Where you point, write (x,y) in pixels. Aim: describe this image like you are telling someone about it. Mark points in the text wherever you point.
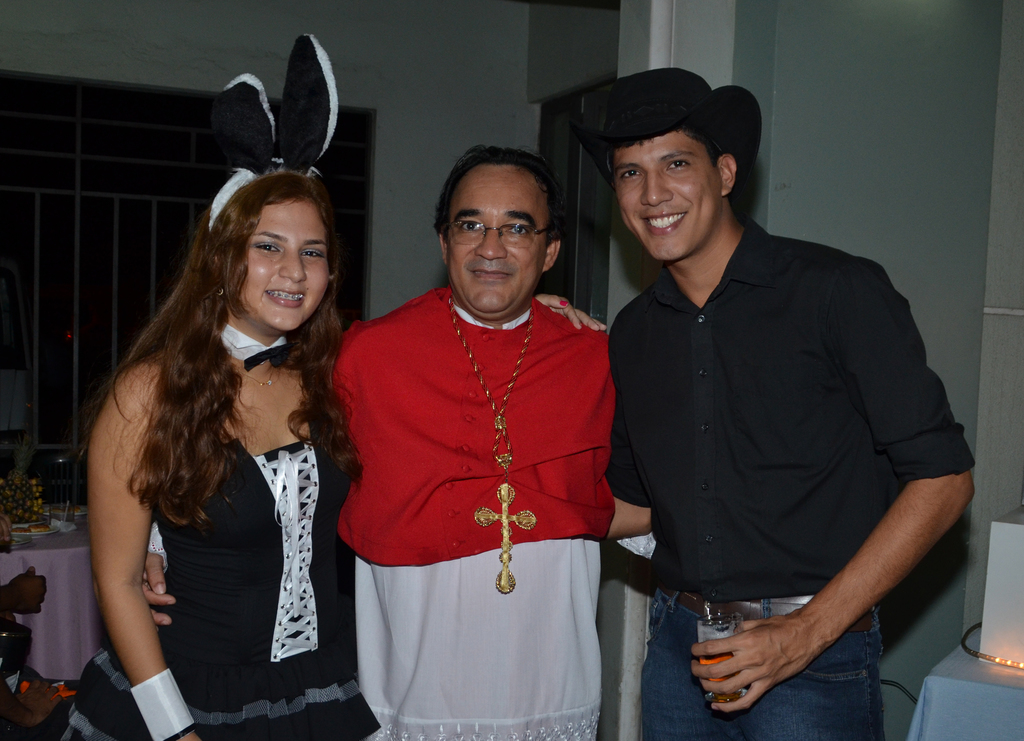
In this image I can see three persons (227,225) are standing and I can also see smile (269,291) on their faces (502,192). I can see two of them are wearing black colour dress (235,536) and one of them is wearing red and white colour dress (489,460). I can also see one of them is wearing a specs (474,239) and on the right side (745,570) I can see one man (713,670) is holding a glass (719,654). On the bottom right side of this image (1013,520) I can see a white colour box (1000,532), few lights (985,656) and on the left side (88,548) I can see a table (83,542), few stuffs (21,527) and few hands (2,605) of people (17,727).
